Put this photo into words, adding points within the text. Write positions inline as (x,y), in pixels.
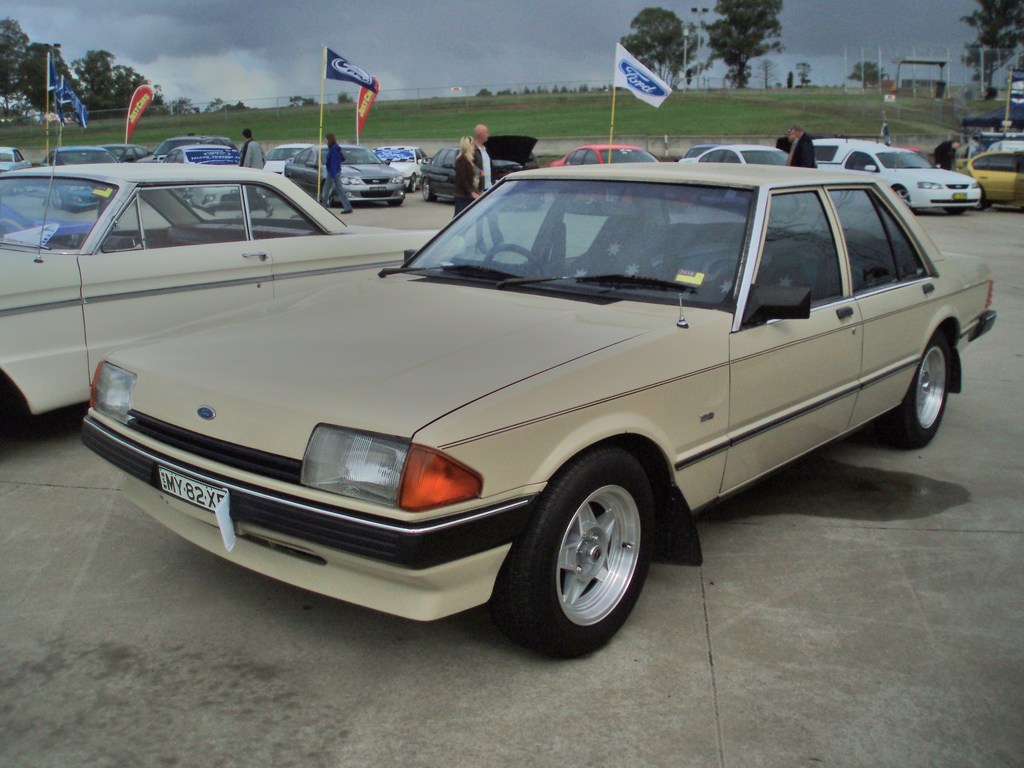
In this picture I can see many cars (404,193) which are parked on the parking (580,670). Beside that I can see some people (458,200) are walking. On the left (105,134) I can see many grass (571,132). in the background (33,67) I can see the grass (551,132), open land (664,122), trees (38,82), plants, poles (980,97) and street lights (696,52). At the top (515,24) I can see the sky (489,11) and clouds (431,28).
